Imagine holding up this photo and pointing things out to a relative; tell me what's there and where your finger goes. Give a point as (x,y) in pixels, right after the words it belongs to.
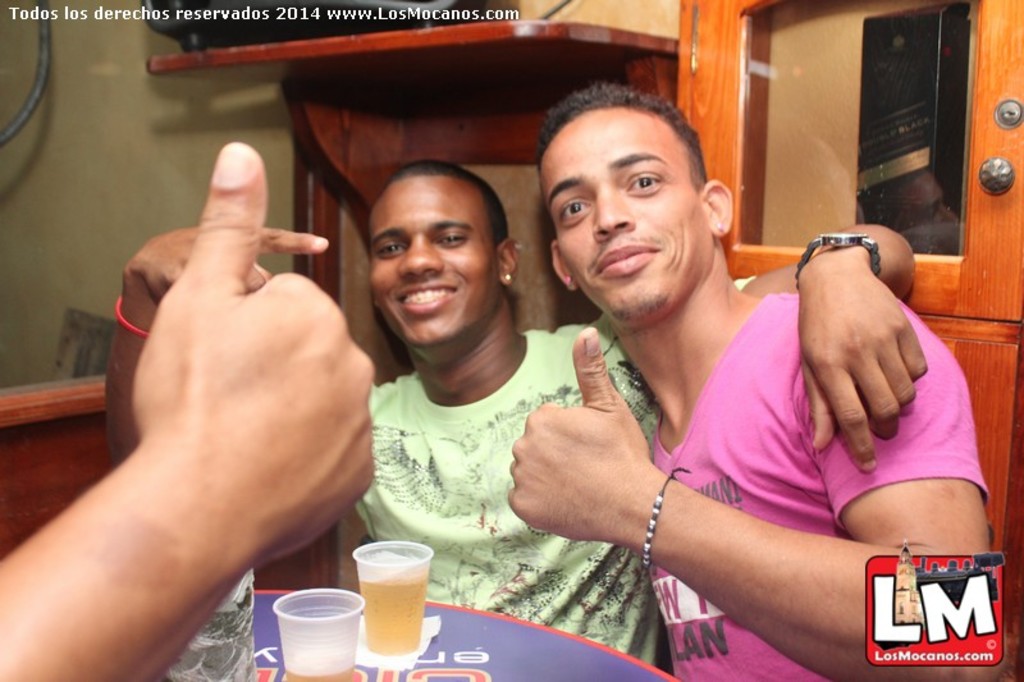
In this picture there are two friends (496,302) sitting on the chair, Smiling and giving pose into the photograph. In the front (421,647) table (437,678) there are two plastic cups (397,641). In the background (271,220) there is a wooden wardrobe door (728,249) and green wall (127,41).
